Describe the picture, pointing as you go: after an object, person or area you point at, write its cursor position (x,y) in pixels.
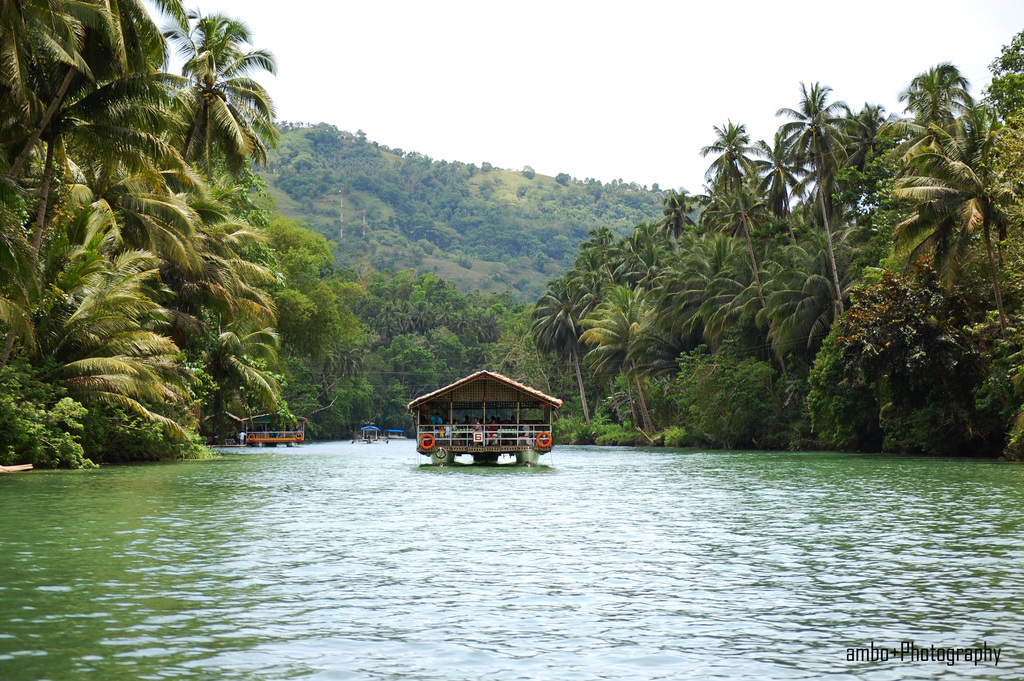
In this picture we can see boats (532,454) which is in the shape of hut. On the boat (491,408) we can see the group of persons (486,433) standing near to the fencing (487,444). At the bottom (505,665) there is a water (551,656). In the bottom right corner (896,656) there is a watermark (936,650). In the background (525,290) we can see mountain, trees (641,206), plants (1007,329) and grass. At the top (519,66) there is a sky (545,70).
